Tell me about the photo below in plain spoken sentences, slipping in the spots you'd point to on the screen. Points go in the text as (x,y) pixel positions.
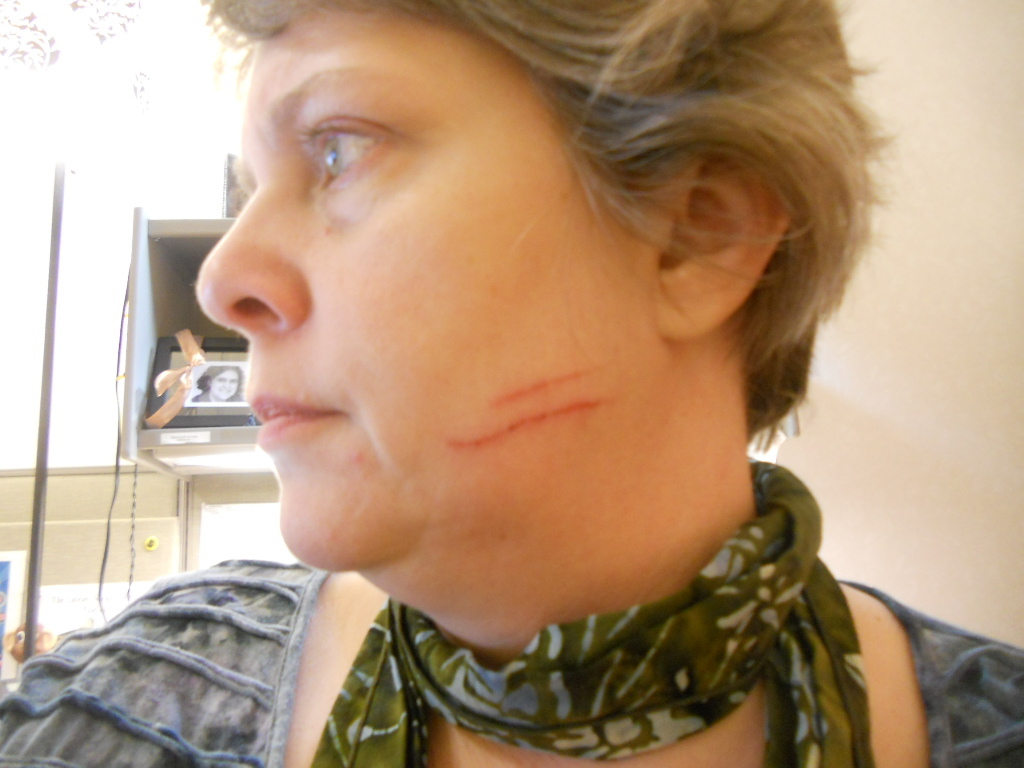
In this image I can see a person (454,435) wearing different color dress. Back I can see few objects (148,385) and frame (161,401). Background (79,380) is in white color.
